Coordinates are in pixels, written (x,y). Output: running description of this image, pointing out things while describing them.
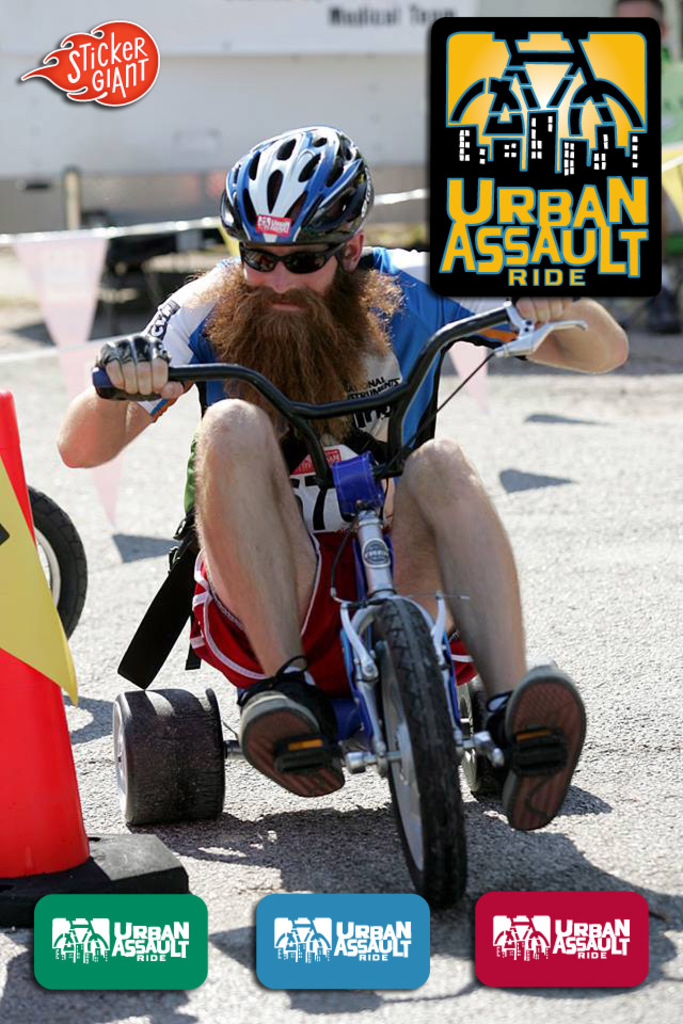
In the middle of the image (346,351), there is a person (322,299) wearing a helmet (334,243) and sunglasses (268,261) and riding a vehicle (357,760) on the road (236,773). On the bottom left (140,902), there is a watermark (121,899). On the bottom right (593,975), there is a watermark (540,948). Beside this watermark (531,950), there is another watermark (371,962). On the top left (103,44), there is a watermark (66,44). On the top right (572,80), there is a watermark (528,185). On the left side (18,479), there is a traffic cone (18,471). In the background (264,122), there is a white wall (216,74).
